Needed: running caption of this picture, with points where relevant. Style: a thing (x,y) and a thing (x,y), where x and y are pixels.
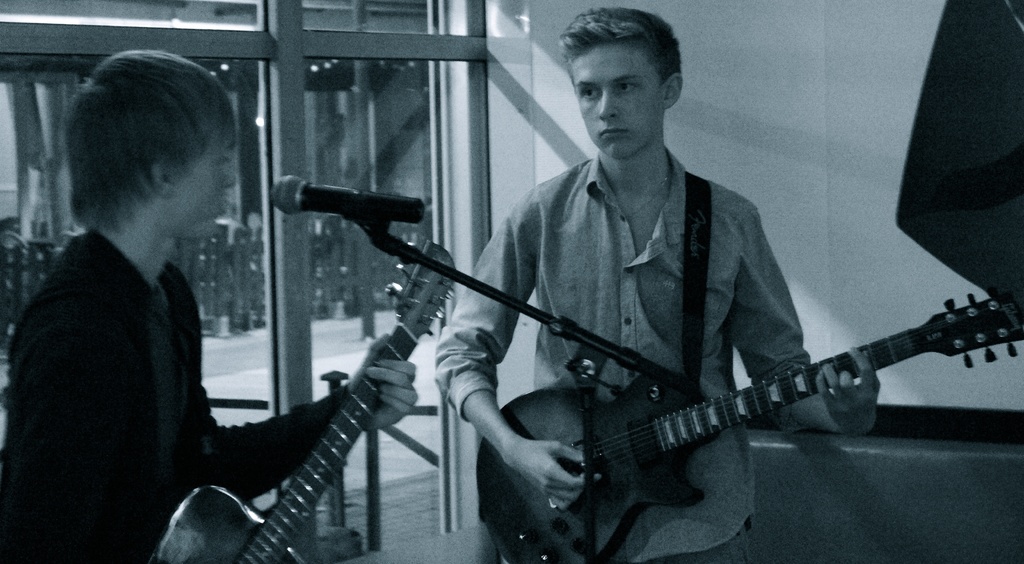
In this image I can see two men (718,250) are standing and I can see both of them are holding guitars (316,500). I can also see a mic (278,185) over here and I can see this image is black and white in colour.
